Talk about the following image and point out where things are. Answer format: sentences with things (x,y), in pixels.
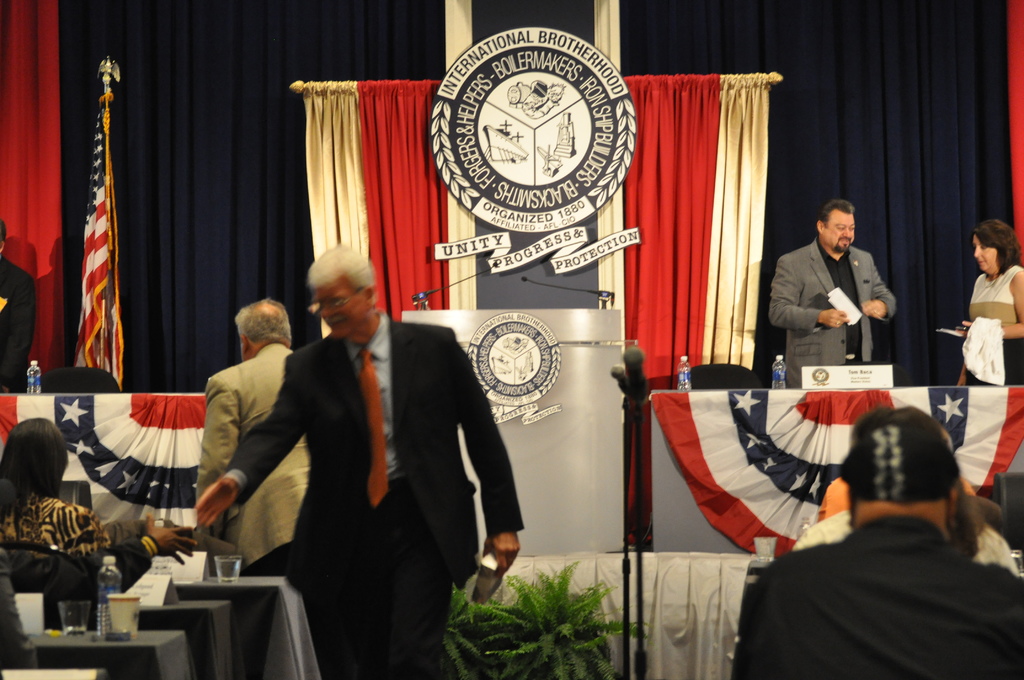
In the image we can see there are people (279,468) standing and other people (831,589) are sitting on the chairs (12,556). On the stage (724,406) there are people (994,266) standing and there are water bottles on the table (763,404) and behind there are flags (83,299).
